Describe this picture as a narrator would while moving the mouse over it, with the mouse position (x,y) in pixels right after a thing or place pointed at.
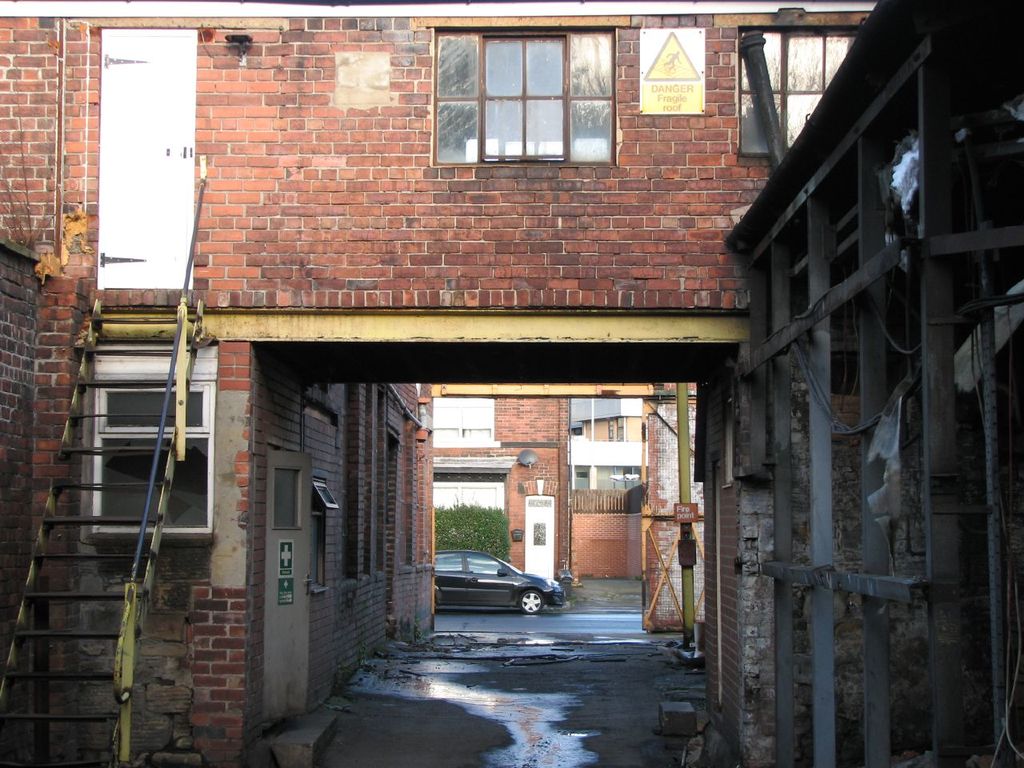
In this image, I can see the buildings (413,507) with the windows (444,152) and doors (178,177). On the left side of the image (129,725), I can see the stairs (129,725). In the background (468,597), I can see the bushes (471,539) and a car (468,557), which is black in color. On the right side of the image (827,701), these look like the iron poles (879,341). At the top of the image (647,111), this looks like a caution board (673,98), which is attached to a building wall (632,39). At the bottom of the image (494,722), It looks like a pathway (472,710).
